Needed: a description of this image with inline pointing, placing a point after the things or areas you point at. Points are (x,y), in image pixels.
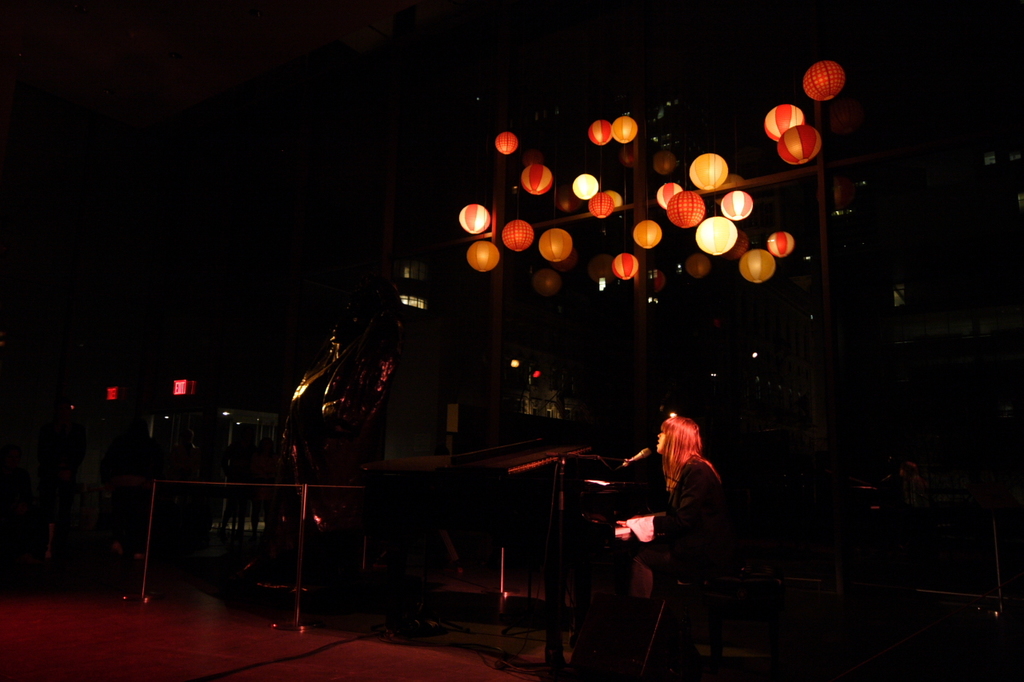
In this image, on the right side (697,429), we can see a woman (687,456) sitting and having some object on her laps (673,569) and the woman (667,428) is also sitting in front of a microphone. In the background (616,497), we can see some musical instruments (491,500). At the top (586,16), we can see some lights (591,129) and black color.
